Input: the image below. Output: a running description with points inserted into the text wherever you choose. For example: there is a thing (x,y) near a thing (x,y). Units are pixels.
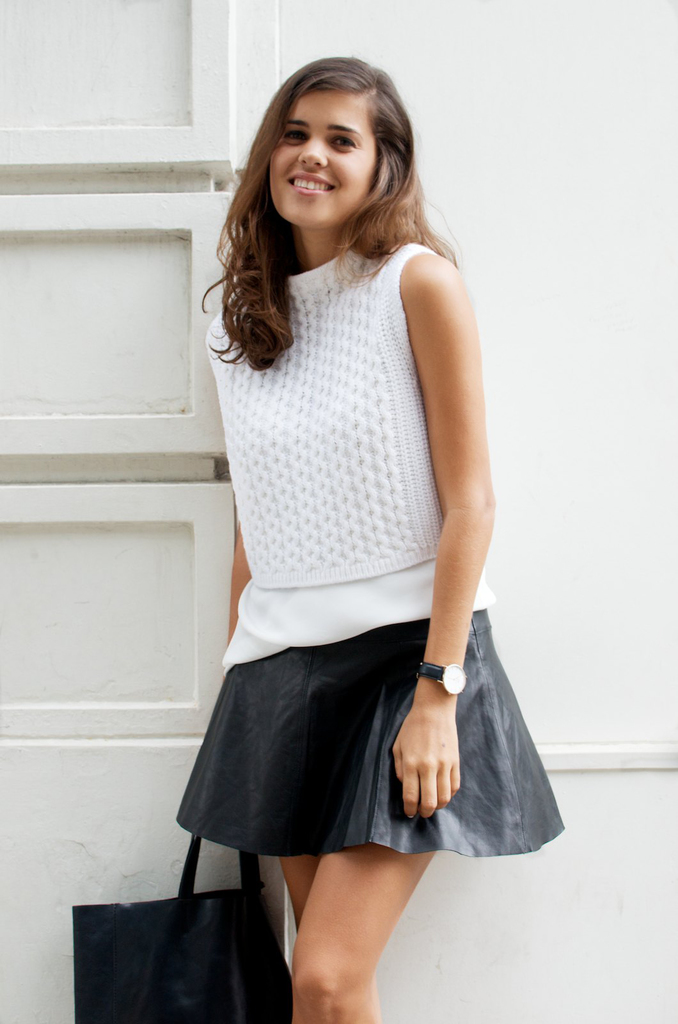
This picture shows a woman (264,212) standing with a smile (301,181) on her face (316,215) and she holds a bag (279,978) in her hand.
